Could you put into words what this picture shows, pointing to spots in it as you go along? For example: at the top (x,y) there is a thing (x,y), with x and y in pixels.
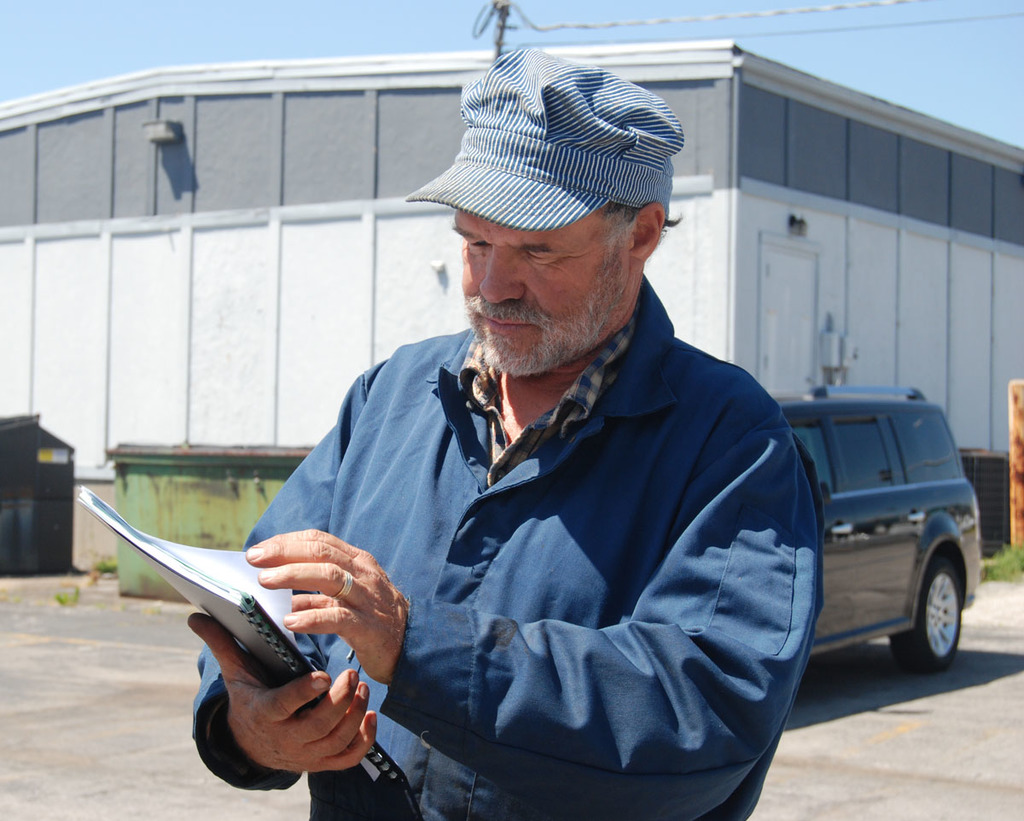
In this image we can see a person (372,517) holding a book (245,565). Behind the person (641,454) we can see a vehicle (804,419), shed (12,391) and containers (213,477). At the top (369,15) we can see the sky (309,45) and wires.
